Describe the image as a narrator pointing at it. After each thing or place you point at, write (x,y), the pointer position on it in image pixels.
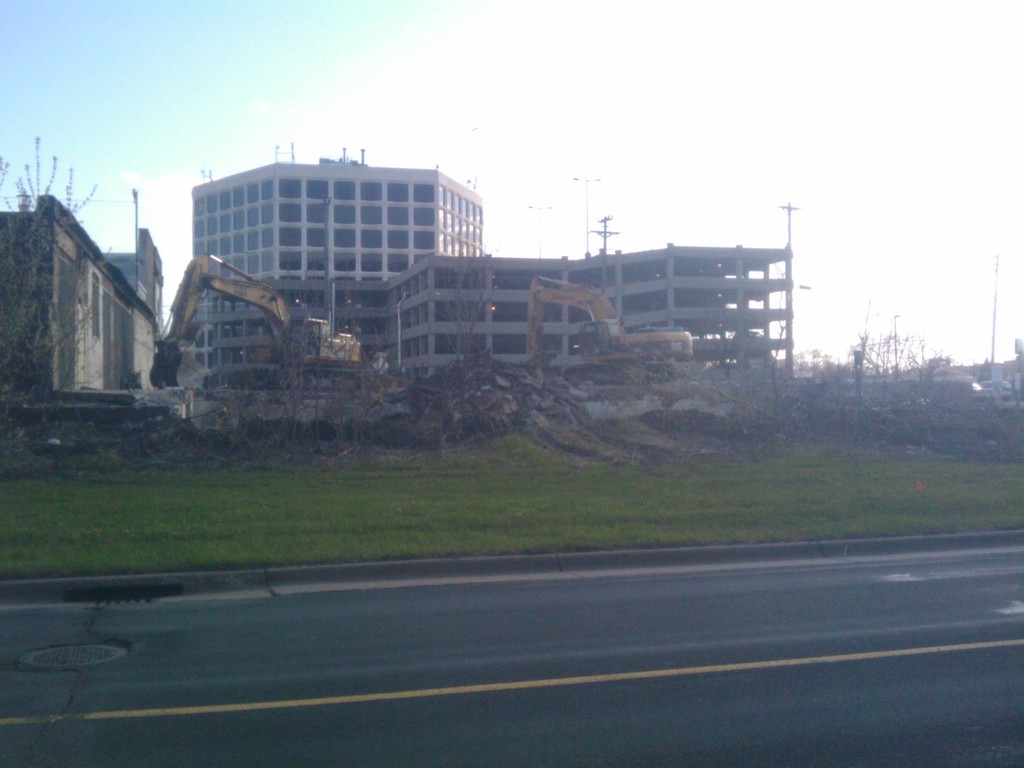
In the center of the image (574,332) there are buildings (325,291). There are excavators (170,377). There is grass (398,510). At the bottom of the image (291,599) there is road (275,659).
